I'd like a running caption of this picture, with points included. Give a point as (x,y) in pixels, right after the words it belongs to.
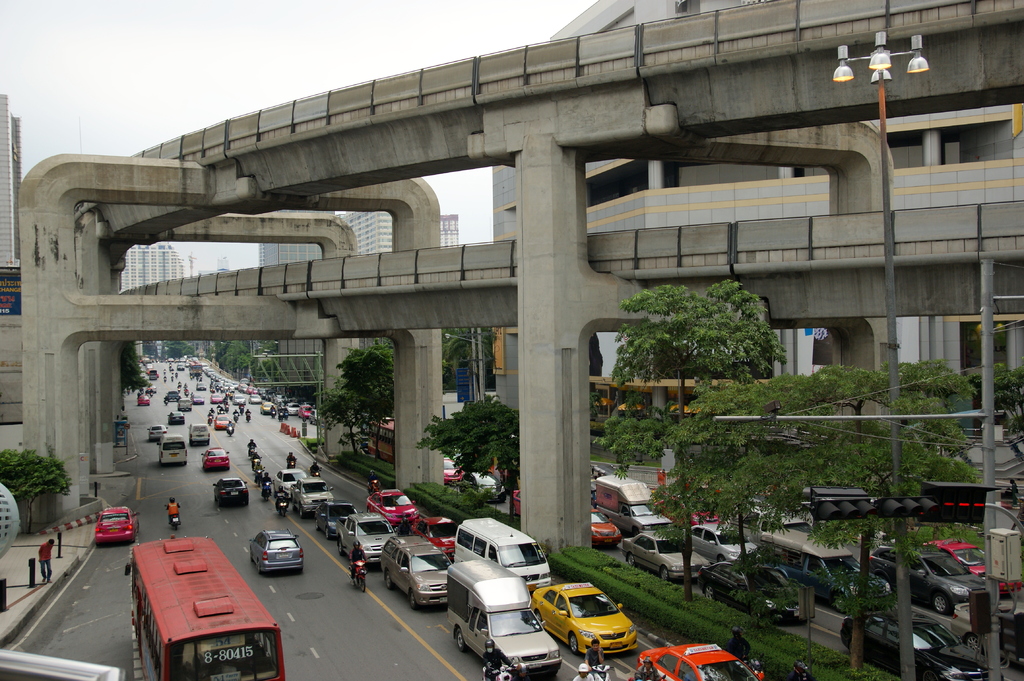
In this image we can see few vehicles (340,545) on the road (331,613), a person (44,557) and few rods (32,561) on the pavement (25,580), there is a pole (897,520) with lights (877,74), traffic lights (898,507) and a box (1003,537), there are bridges (404,288), few buildings (592,216) and the sky (352,39) in the background (352,39).
